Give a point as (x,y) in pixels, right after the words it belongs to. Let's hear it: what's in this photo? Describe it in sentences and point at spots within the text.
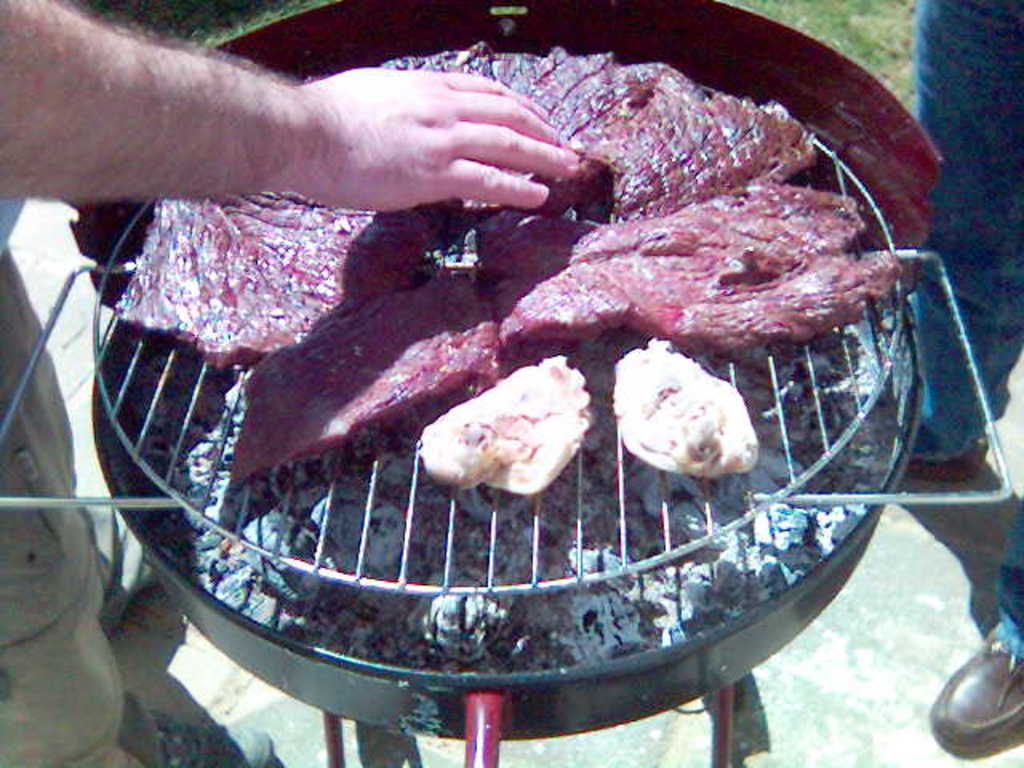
In this picture we can see grille stove (495,550) in the front (552,577), there is some meat (579,204) present on the grilles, on the left side (195,188) and right side (992,185) there are two persons (938,145) standing, in the background (853,48) we can see grass (820,19).
